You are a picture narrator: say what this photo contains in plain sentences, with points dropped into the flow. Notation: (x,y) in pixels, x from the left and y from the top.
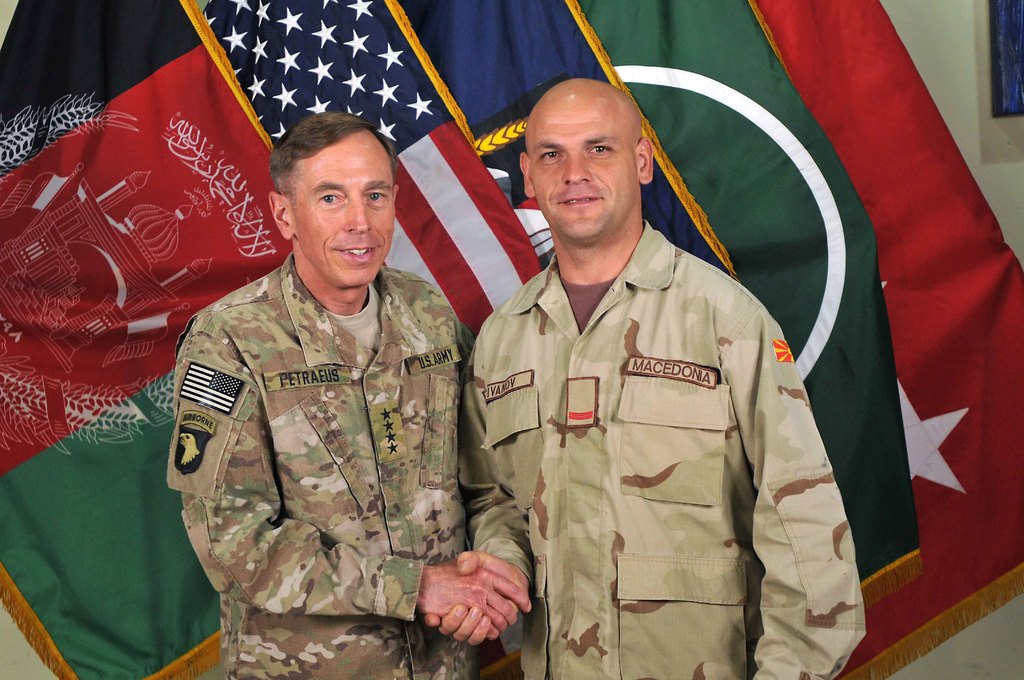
This image consists of two persons (333,478). They are wearing military dresses (448,521). There are flags (454,247) behind them.
